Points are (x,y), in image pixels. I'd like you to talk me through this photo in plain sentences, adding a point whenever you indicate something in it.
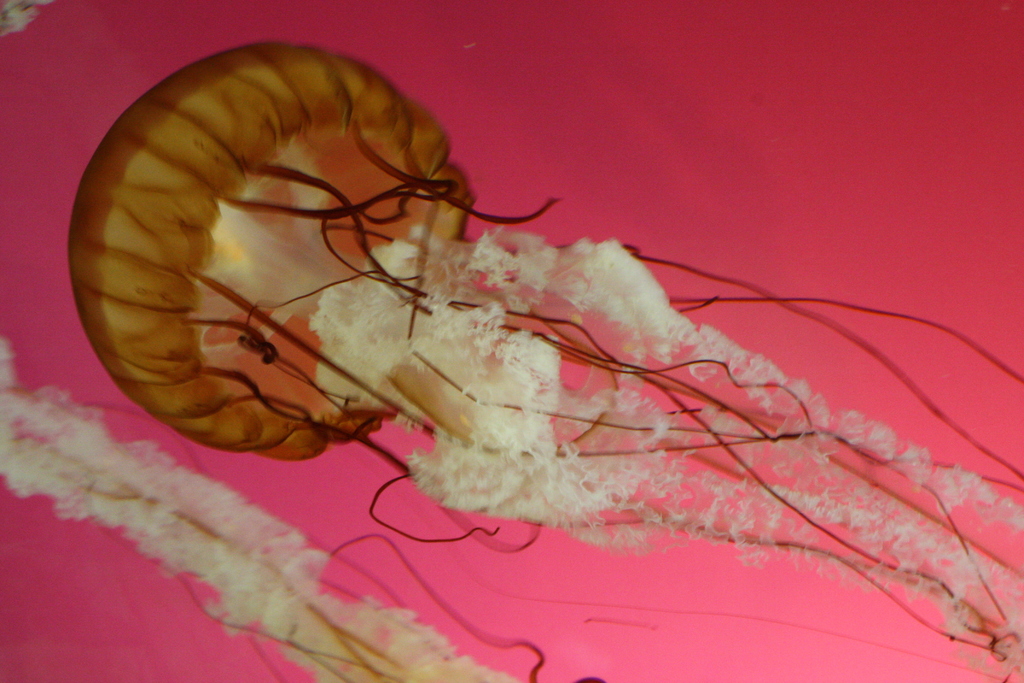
In this image there is a jellyfish (446,213), in the background (758,107) it is pink.
